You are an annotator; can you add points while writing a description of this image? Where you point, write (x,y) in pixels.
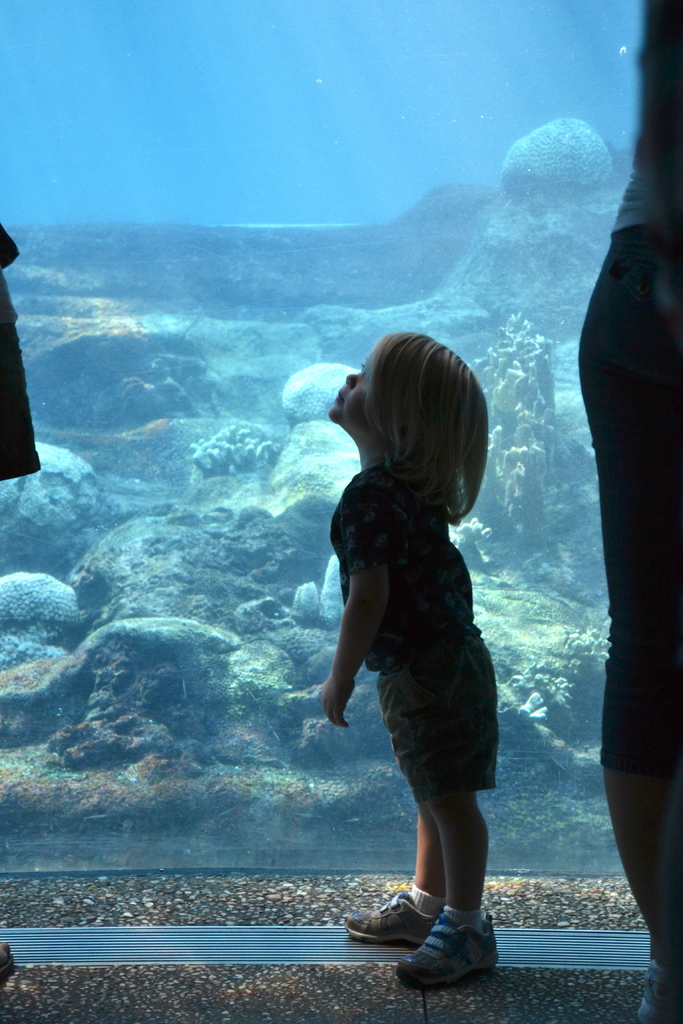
In the middle of the image (391,537) a kid (381,566) is standing on the floor (327,998). On the left (12,437) and right sides of the image two persons (643,565) are standing on the floor (32,1006). In the background (173,710) there is an aquarium (244,408) with water (386,152) and many coral reefs (19,592) in it.
